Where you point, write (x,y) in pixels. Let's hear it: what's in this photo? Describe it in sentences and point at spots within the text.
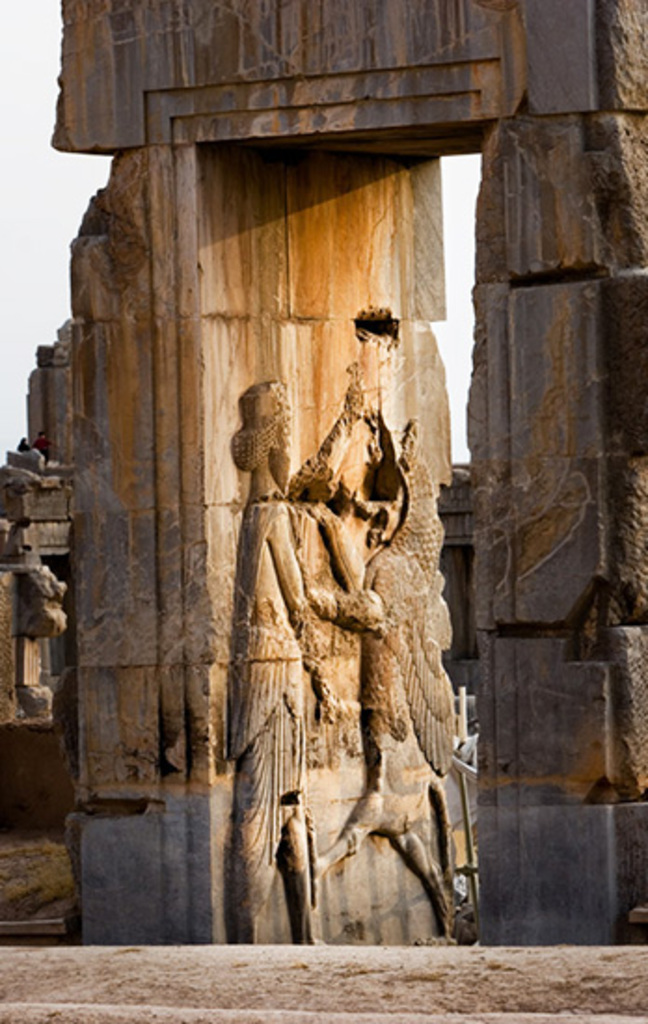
In this image I can see designs (402,603) on this wall (315,598). Over there I can see few people (19,444).
